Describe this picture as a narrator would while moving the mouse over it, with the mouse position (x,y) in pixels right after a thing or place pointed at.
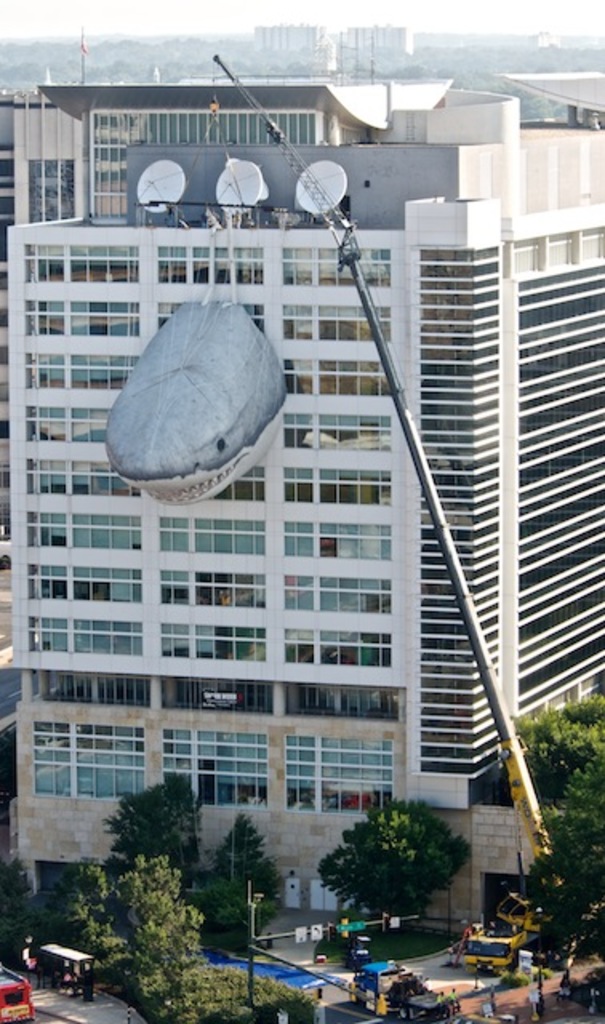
In this picture we can see vehicles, people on the ground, here we can see electric poles (251,986), sign boards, name boards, trees (270,989), crane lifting an object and in the background (359,496) we can see buildings (394,451), antennas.
